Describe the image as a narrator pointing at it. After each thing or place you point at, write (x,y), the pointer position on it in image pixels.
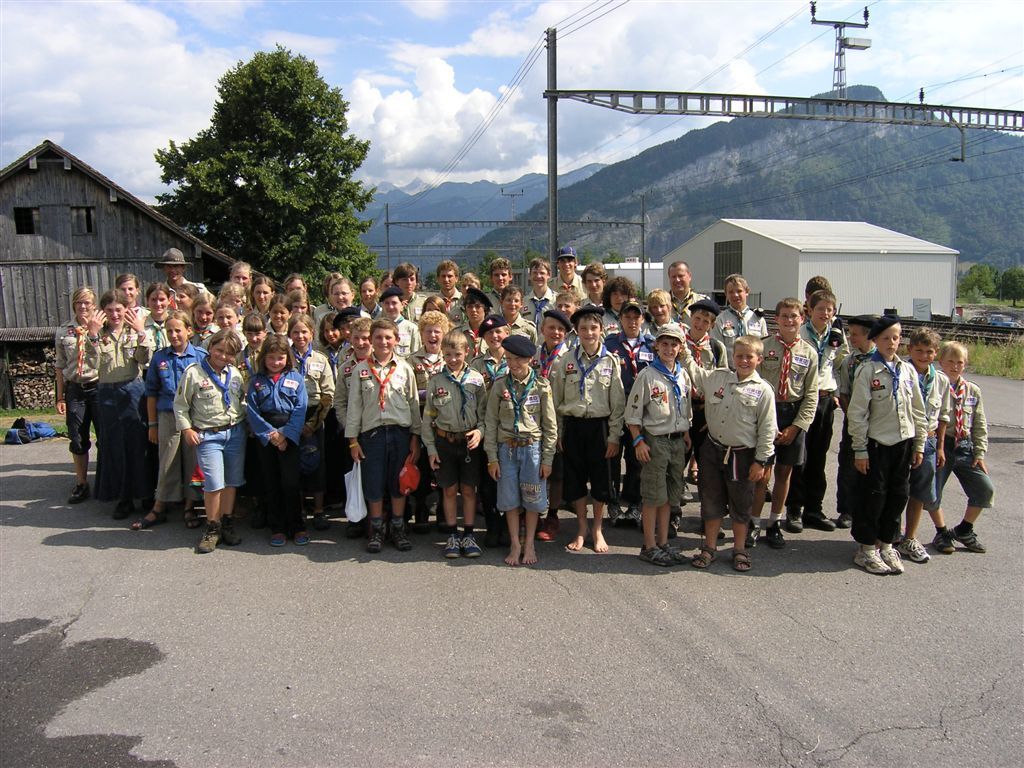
In this image there are group of people (475,372) standing together in uniform (809,330), behind them there are mountains (632,200), tree (338,110) and shed (867,254).
